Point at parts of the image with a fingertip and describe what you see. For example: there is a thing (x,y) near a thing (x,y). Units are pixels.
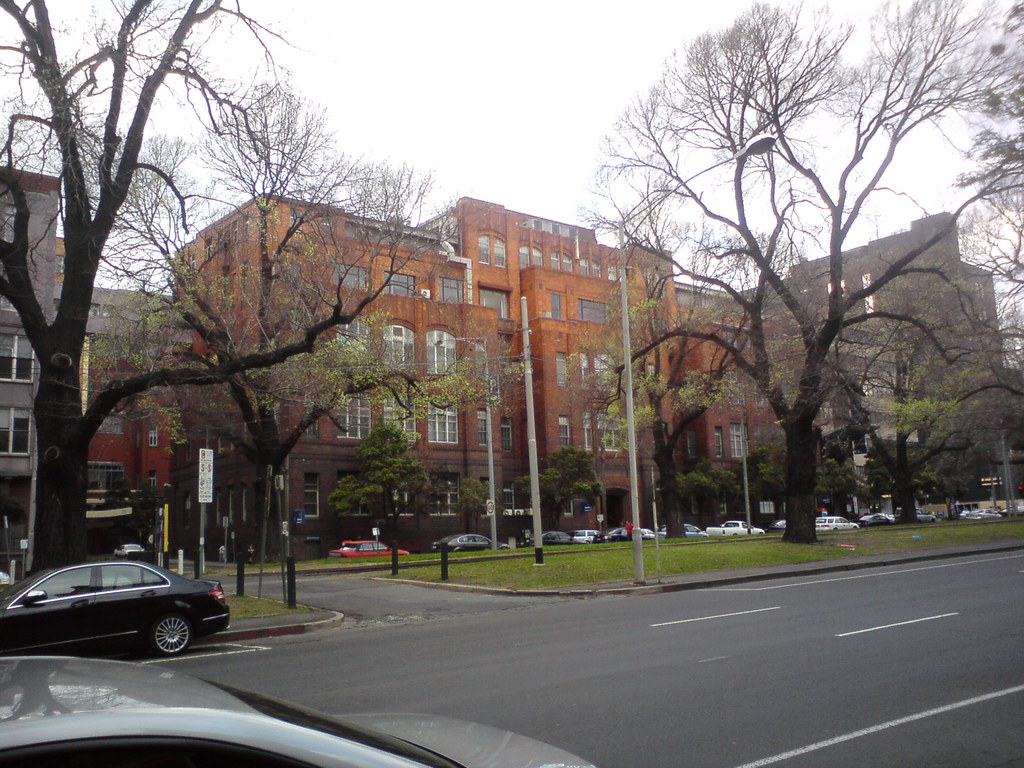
In this image there are buildings (438,375), in front of the buildings (443,465) there are trees (882,444), poles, few vehicles (982,513) are parked and few are moving on the road (640,695). In the background (506,136) there is the sky (509,132).
